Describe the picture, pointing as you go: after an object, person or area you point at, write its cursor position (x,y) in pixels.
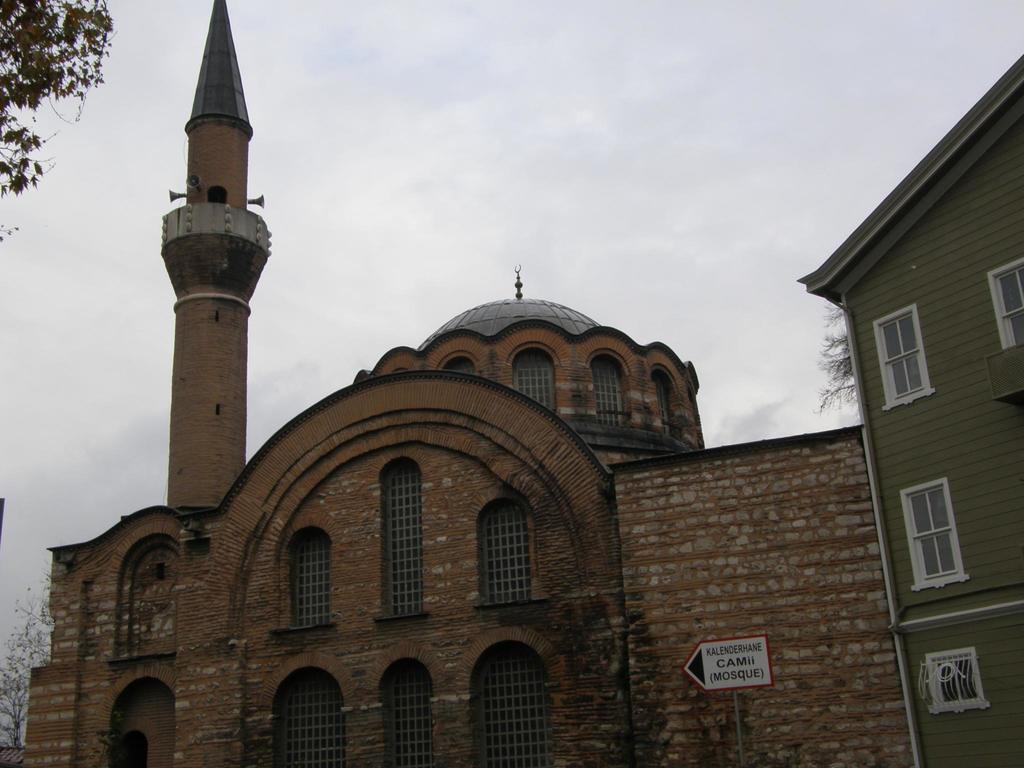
In this image in the center (506,410) there is one mosque (577,591), and beside the mosque (884,606) there is one house (979,437) on the left side (25,96) there are some trees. On the top of the image (482,163) there is sky (482,163).
